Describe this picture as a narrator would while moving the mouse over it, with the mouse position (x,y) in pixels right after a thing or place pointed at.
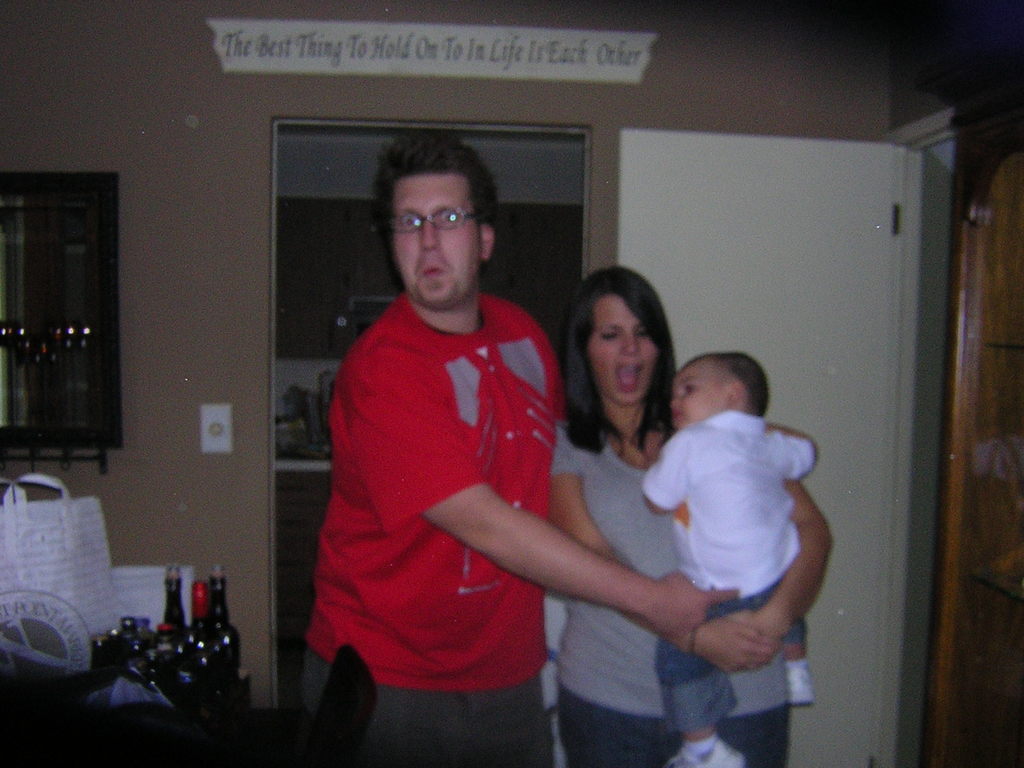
In this image we can see group of persons (684,591). One woman (778,599) is carrying a baby (754,477) with her hand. On the left side of the image (190,674) we can see a bag (89,612) and group of bottles (156,641) placed on the surface (79,748) and a window (62,300). In the right side of the image (990,655) we can see a cupboard (963,169) and a door (865,465). At the top of the image (493,52) we can see a board (353,41) with some text (579,40).
